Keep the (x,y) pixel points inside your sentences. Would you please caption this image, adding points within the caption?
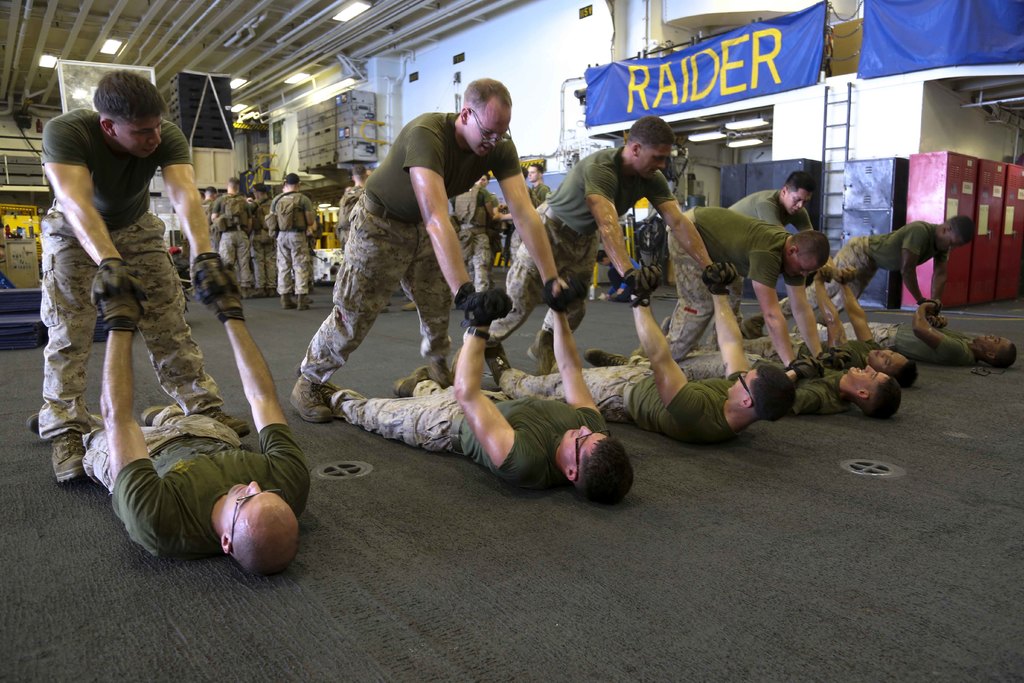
In the picture I can see many people (878,237) among them few (75,312) are standing and few (130,446) are lying on the floor (672,456) and a few (264,241) are standing in the background (232,246). They are all wearing olive green color T-shirts (109,156), pants (80,256), gloves (637,282) and shoes (63,457). Here I can see blue color banners (652,69), ladder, some objects (21,271) and ceiling lights (355,7) in the background (313,112).
